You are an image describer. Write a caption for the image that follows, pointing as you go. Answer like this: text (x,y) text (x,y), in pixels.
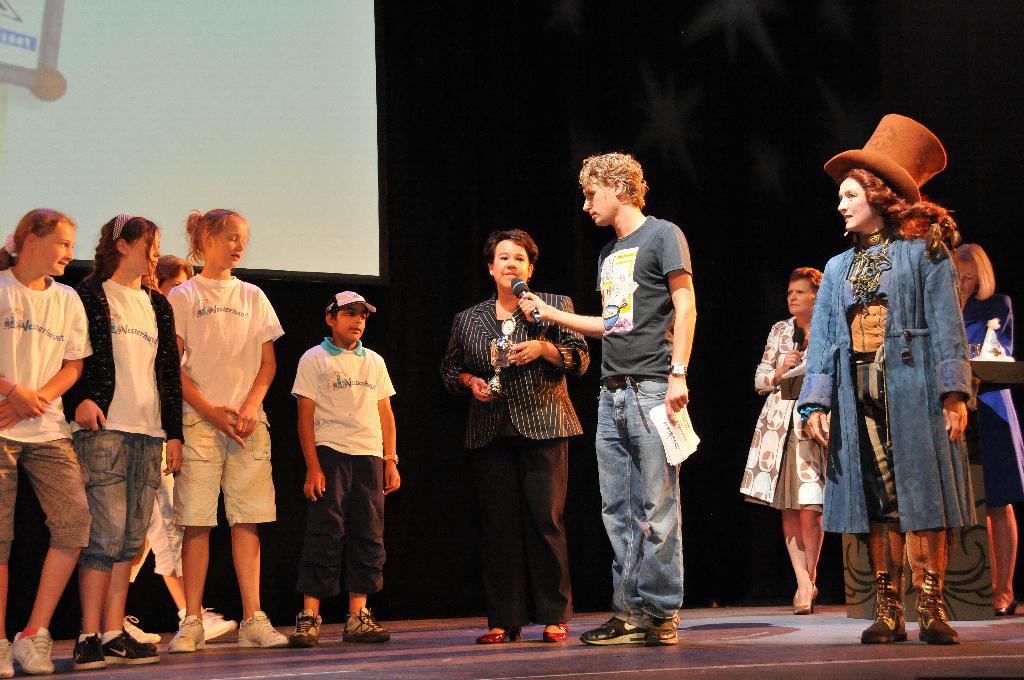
In this image we can see a man (644,543) is standing and holding mic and paper (670,438) in his hands (675,408). In front of him one lady (527,352) is standing, she is wearing black color suit (518,417) and holding trophy (504,342) in her hand (509,356). Beside of the lady (450,358), girls (161,422) and boys (347,395) are there. Right side of the image (857,305) three women (902,299) are standing, one woman (866,438) is wearing blue color coat (919,361) with brown hat (883,152). Background (96,117) one screen (132,110) is present.
